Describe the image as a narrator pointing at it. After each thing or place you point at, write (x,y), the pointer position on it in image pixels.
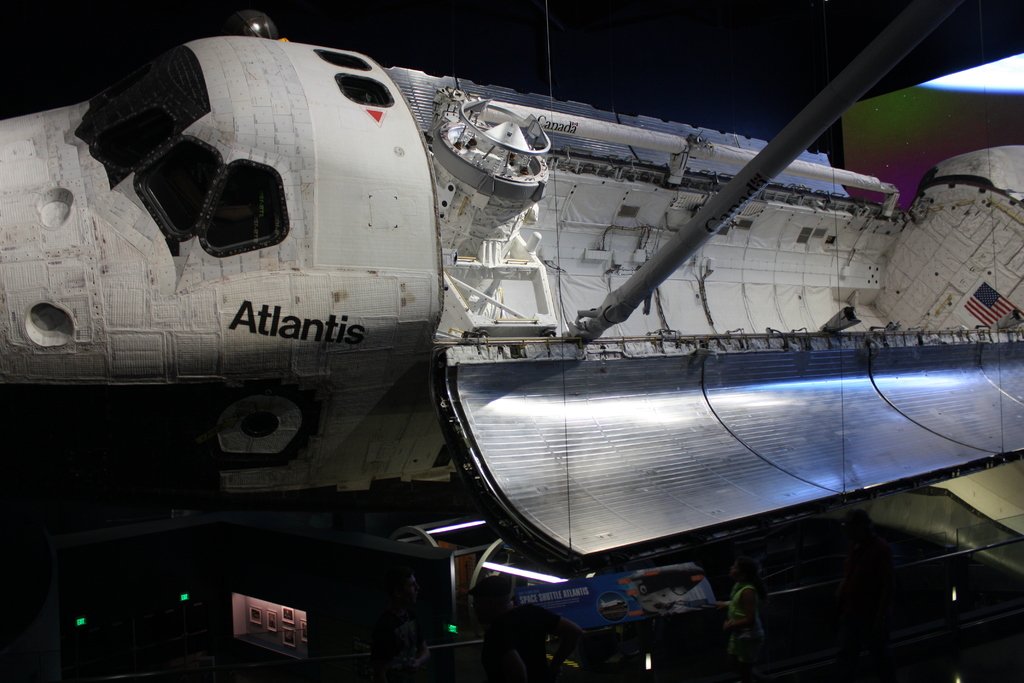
This is the picture of a space shuttle port (450,461) in which there are some lights (84,621), things (703,580) and a person (749,592).
